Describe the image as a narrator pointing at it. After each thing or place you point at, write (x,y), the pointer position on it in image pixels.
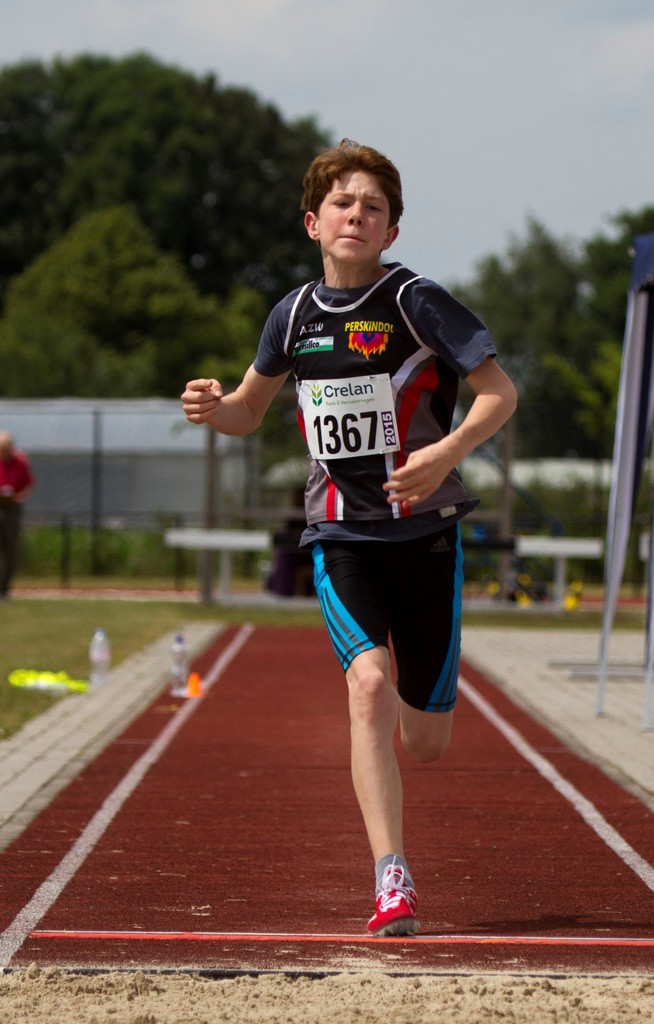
In this picture we can see a boy (452,395) running on the ground (214,782) and at the back of him we can see the grass (158,619), person (6,452), bottles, trees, wall (164,448), some objects (212,483) and in the background (402,121) we can see the sky (480,27).
